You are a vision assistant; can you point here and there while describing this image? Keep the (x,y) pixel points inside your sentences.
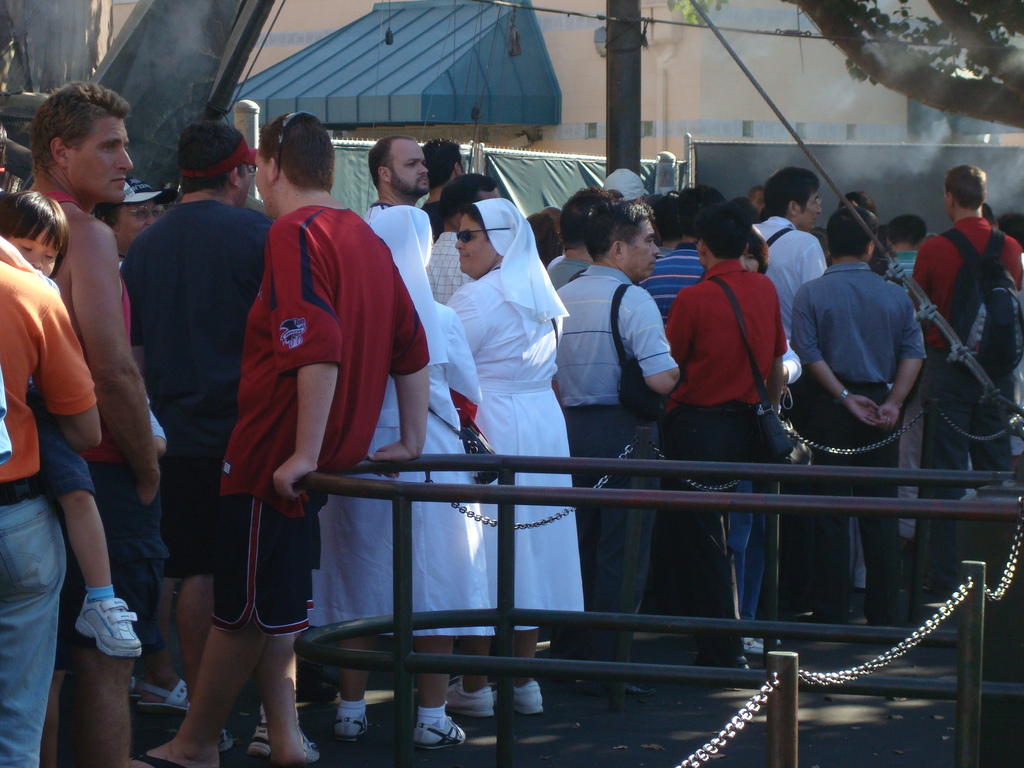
In this image there are a group of people (600,325) standing and some of them are holding babies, and in the foreground (600,492) there are some poles (838,624) and chain (899,647). And in the background (689,8) there are some buildings (775,58) and trees (1023,98), pole (628,32) and wires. At the bottom (613,720) there is a walkway (749,725).
